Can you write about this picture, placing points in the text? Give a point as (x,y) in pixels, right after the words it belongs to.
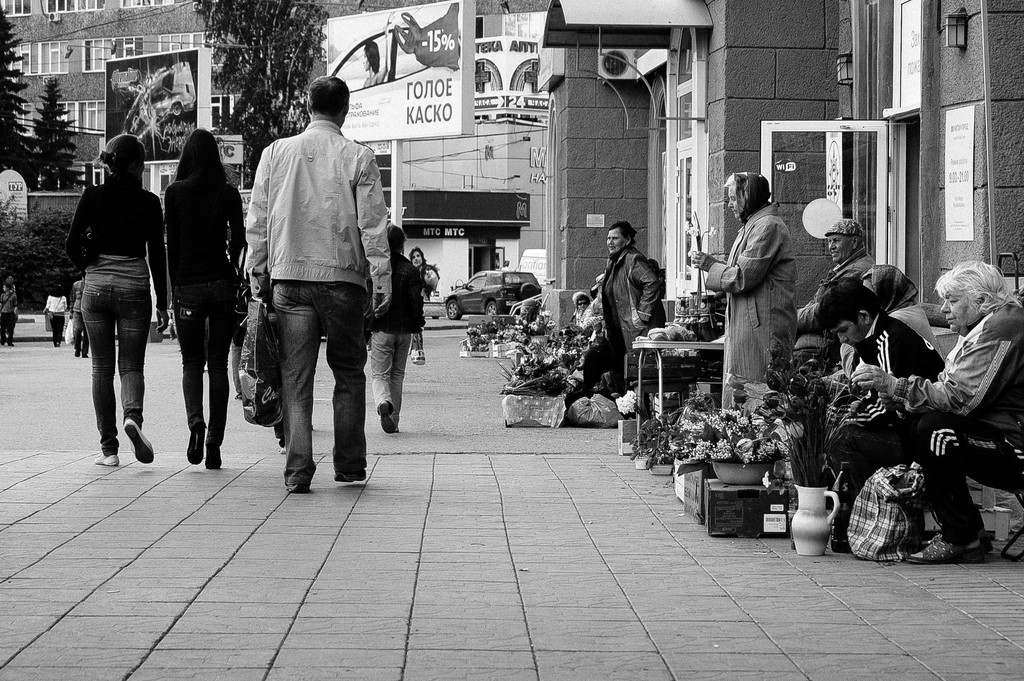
In this picture there are group of people (352,341) walking and there are group (995,470) of people sitting and there are two persons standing and there are flowers vases (520,391) and cardboard boxes (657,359) and there are buildings (643,146), trees (56,117) and there are boards (417,115) on the buildings (647,196) and there are vehicles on the road (442,385). There are lights (954,29) and air conditioners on the wall (723,242).
